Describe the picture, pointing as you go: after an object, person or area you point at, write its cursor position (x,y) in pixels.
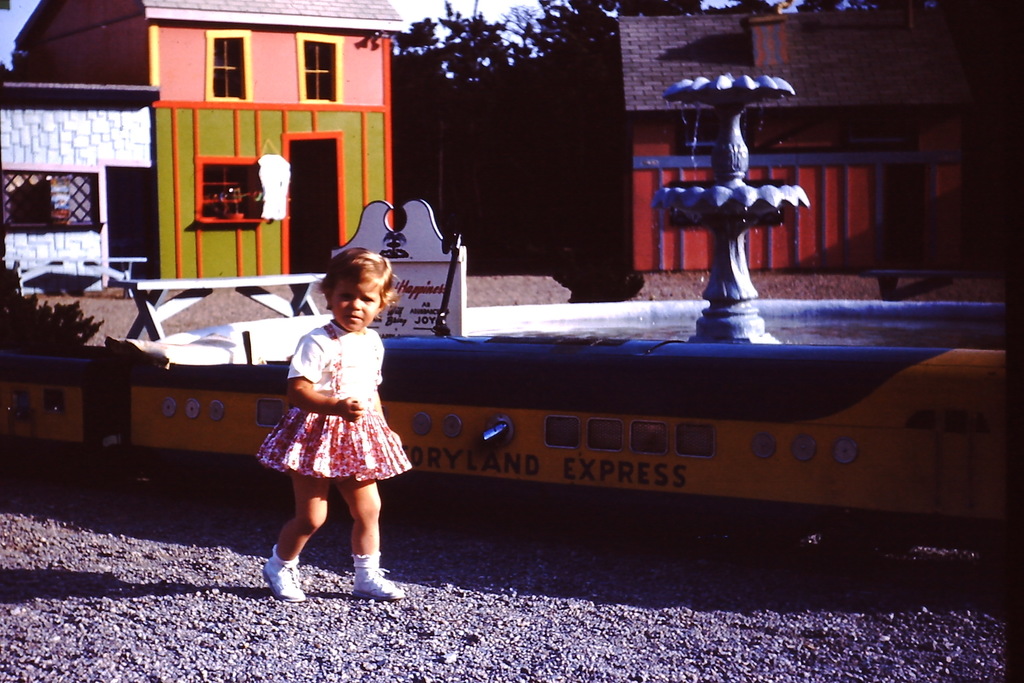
In this image in the front (281,467) there is a girl (327,429) walking. In the background (364,171) there are buildings (76,165), trees (624,184) and in the center (661,377) there is a fountain (723,181) and a train (489,361) with some text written on it and on the ground (267,640) there are stones (151,636).
